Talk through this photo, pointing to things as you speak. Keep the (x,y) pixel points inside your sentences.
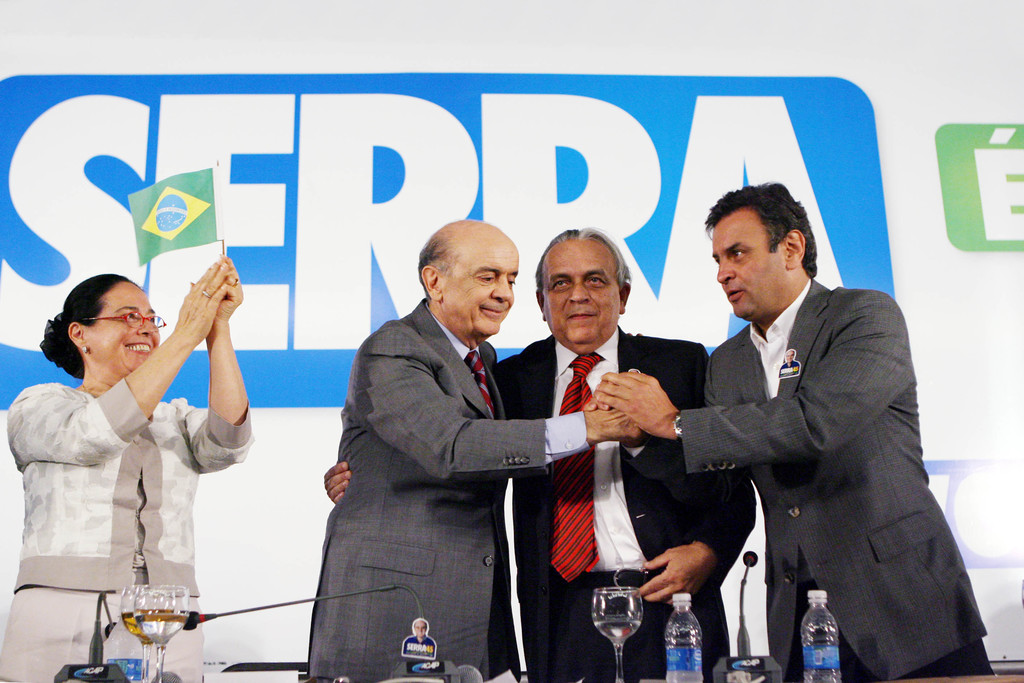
In this picture we can see three men (658,535) and a woman (119,318) standing and smiling and in front of them we can see bottles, glasses (620,661), mics (109,627) and in the background (297,638) we can see a banner (219,597).
